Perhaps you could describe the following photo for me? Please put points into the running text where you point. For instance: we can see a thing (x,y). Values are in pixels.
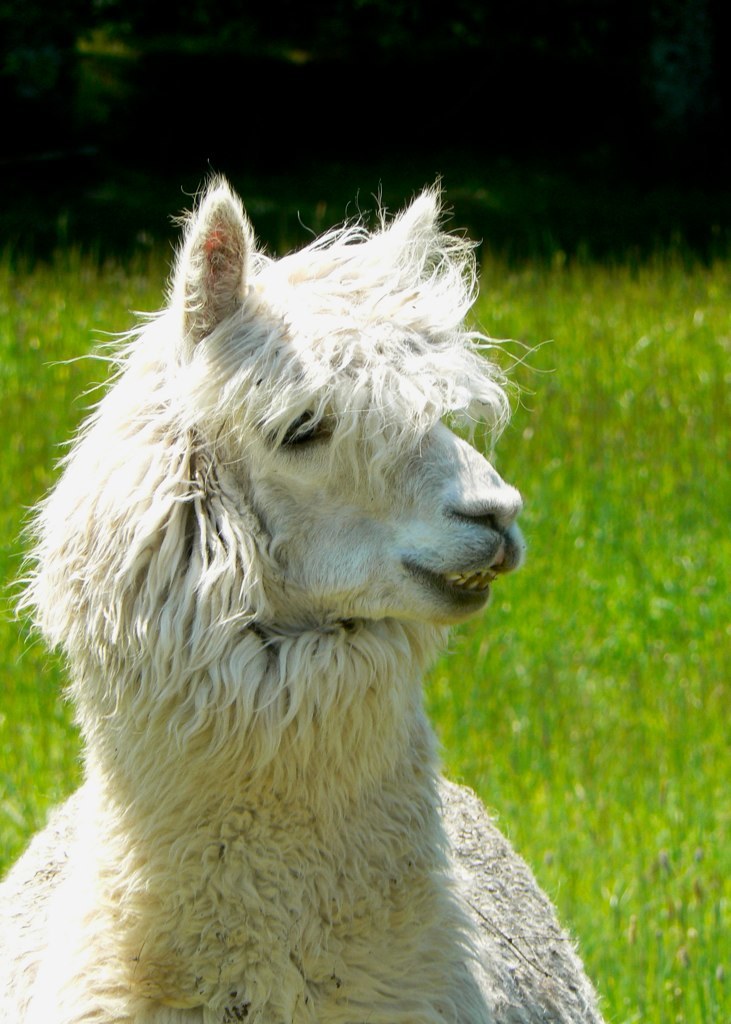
In this image we can see an animal (315,860) which is of white color. There is a green grassy land (62,410).
